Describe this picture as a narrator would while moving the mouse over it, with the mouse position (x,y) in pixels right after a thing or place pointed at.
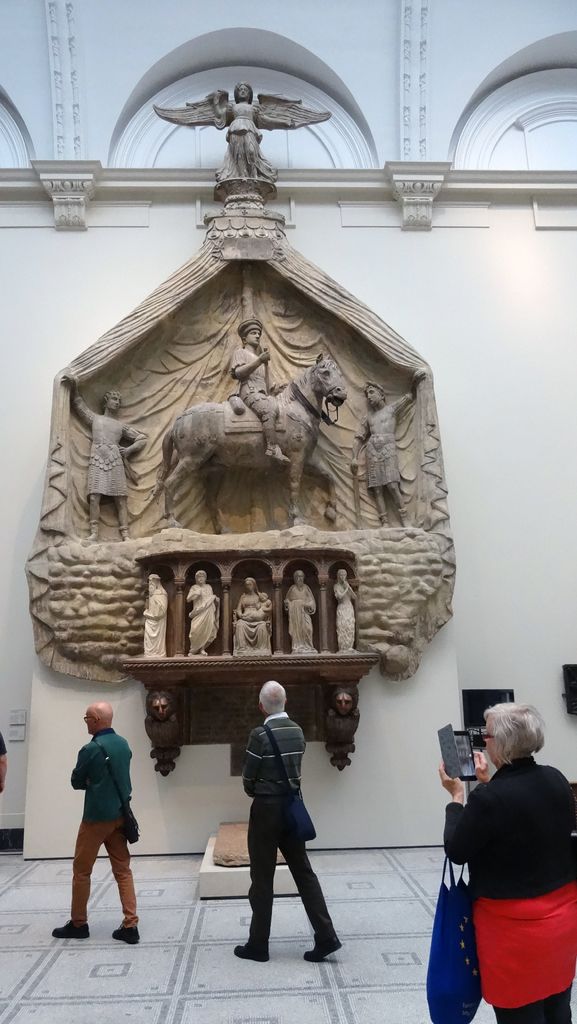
This image consists of three people (272,794). At the bottom (124,978), there is a floor (196,983). In the background (213,407), there is a wall (135,254) along with wooden art (215,572) and sculptures (232,347).
